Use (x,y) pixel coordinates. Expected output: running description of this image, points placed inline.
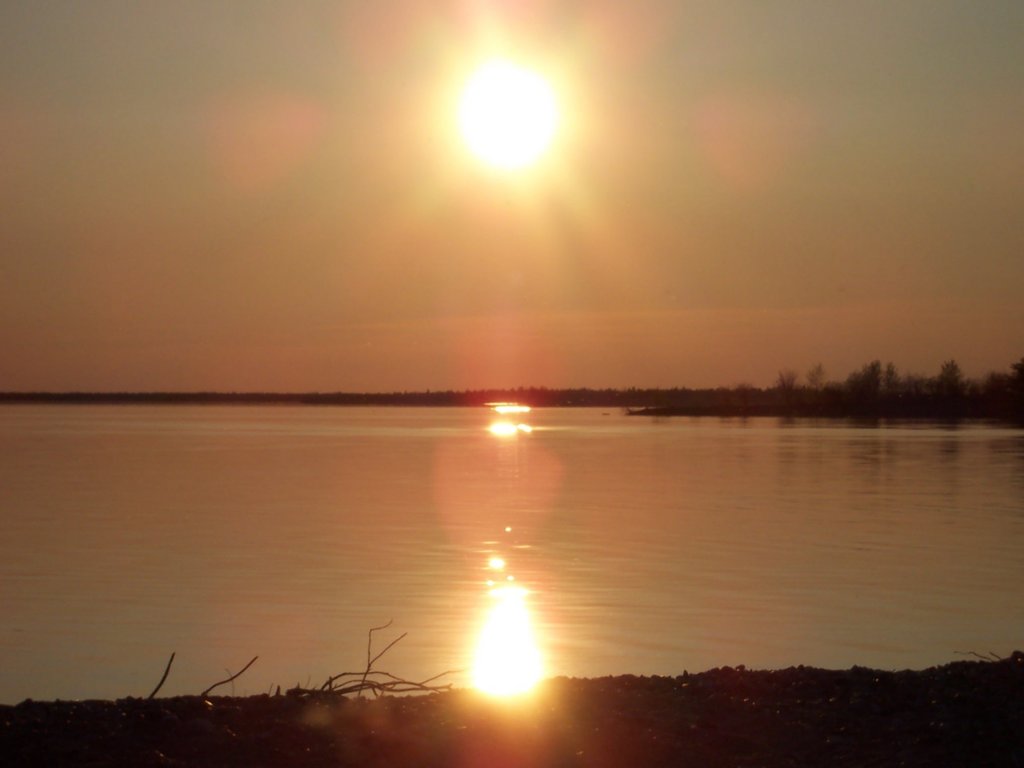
In this picture we can see water (501,453), trees (551,404) and sun (477,110) in the sky (473,148).
